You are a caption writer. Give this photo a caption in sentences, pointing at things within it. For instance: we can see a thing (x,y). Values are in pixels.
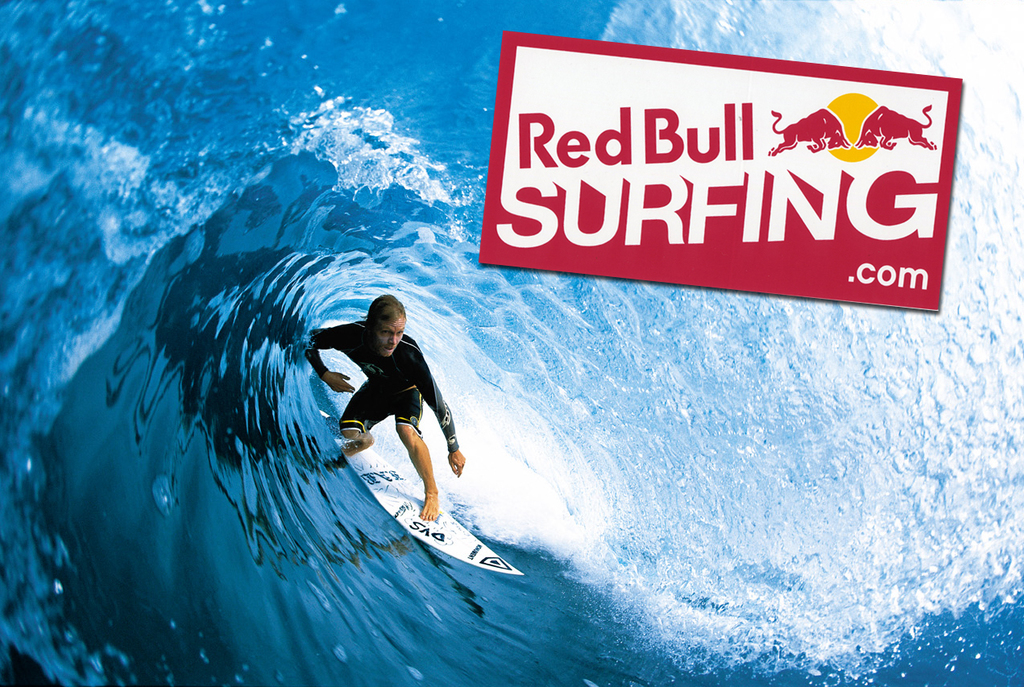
In this image we can see there is a person (364,394) standing on the surfing board (442,535) in the water (459,374) and there is a logo (610,146).
